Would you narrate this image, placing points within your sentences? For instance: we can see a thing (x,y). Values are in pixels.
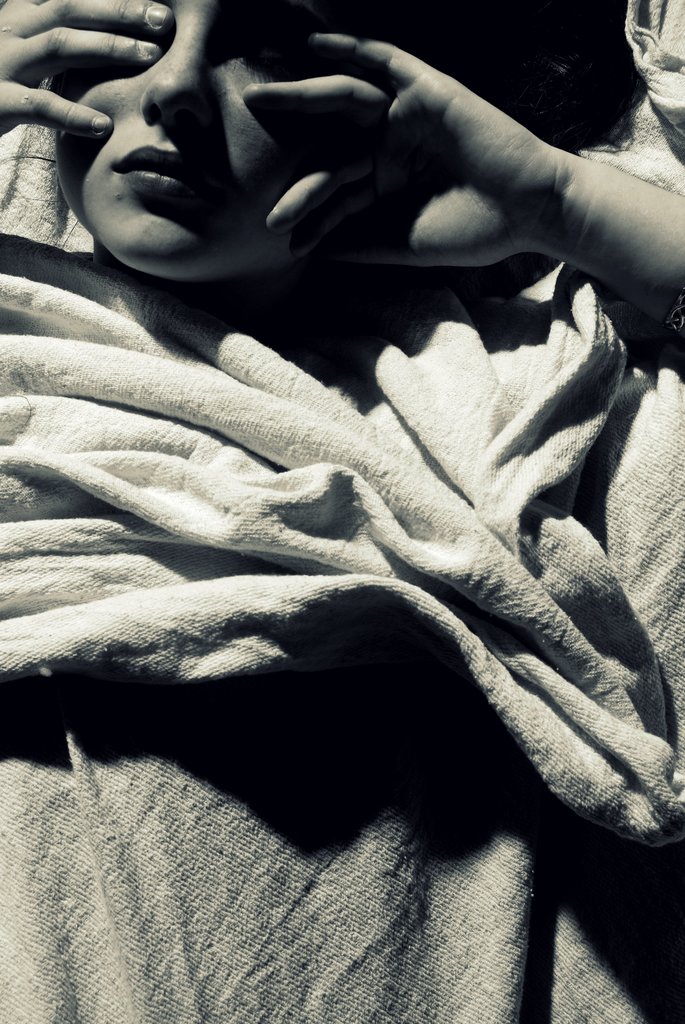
In this image we can see a person (316,264) lying and we can also see a person (274,6) covered with cloth (354,600).
